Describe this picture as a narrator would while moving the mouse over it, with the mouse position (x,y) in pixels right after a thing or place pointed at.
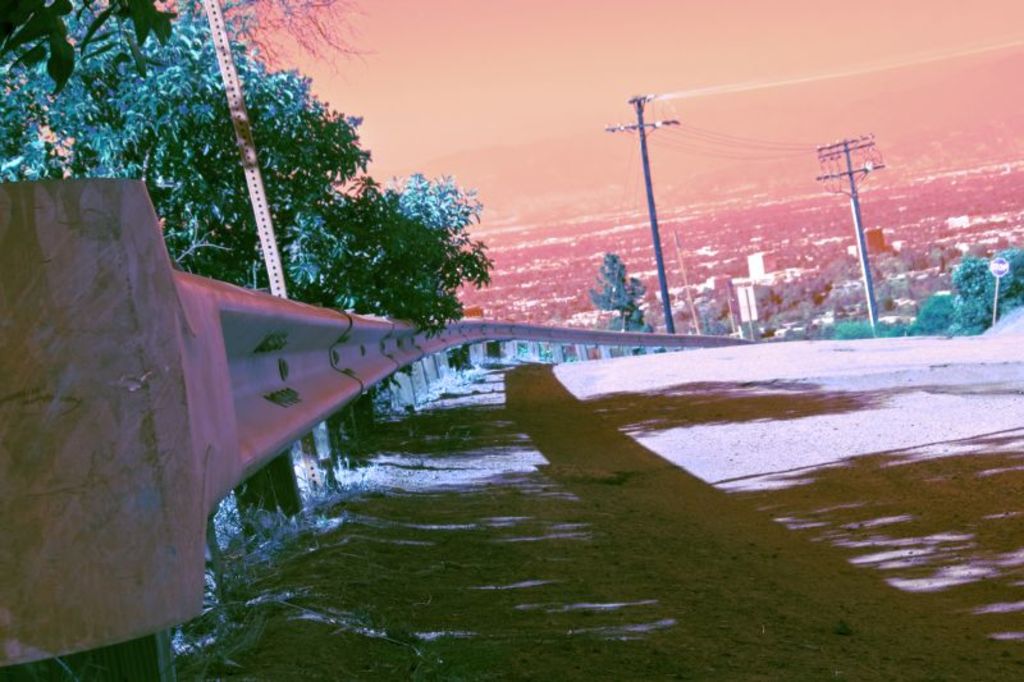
In this picture there is a close view of the road (552,616). Beside there is a highway guard railing (274,383). In the background (759,268) there are some trees (627,283) and buildings (789,274). On the left corner (158,106) there is a tree (424,316).
